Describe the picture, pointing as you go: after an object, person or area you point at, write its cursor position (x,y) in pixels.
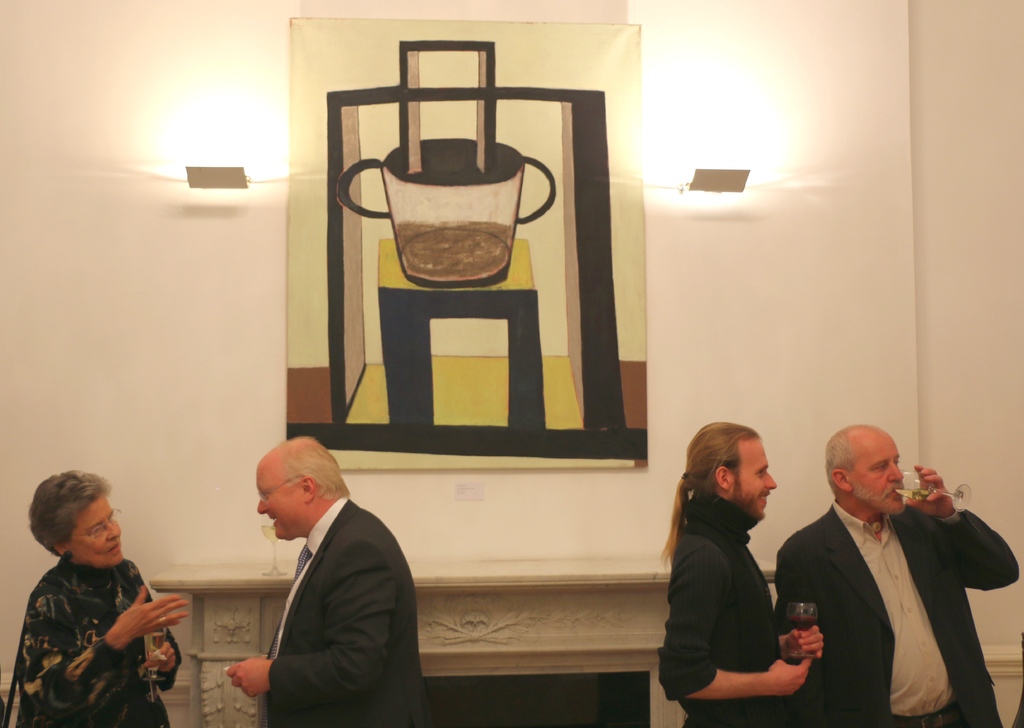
In this image we can see few persons (64,583) and among them three persons (64,583) are holding glasses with liquid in it. In the background (314,370) we can see a board (333,237) and lights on the wall (667,43).
